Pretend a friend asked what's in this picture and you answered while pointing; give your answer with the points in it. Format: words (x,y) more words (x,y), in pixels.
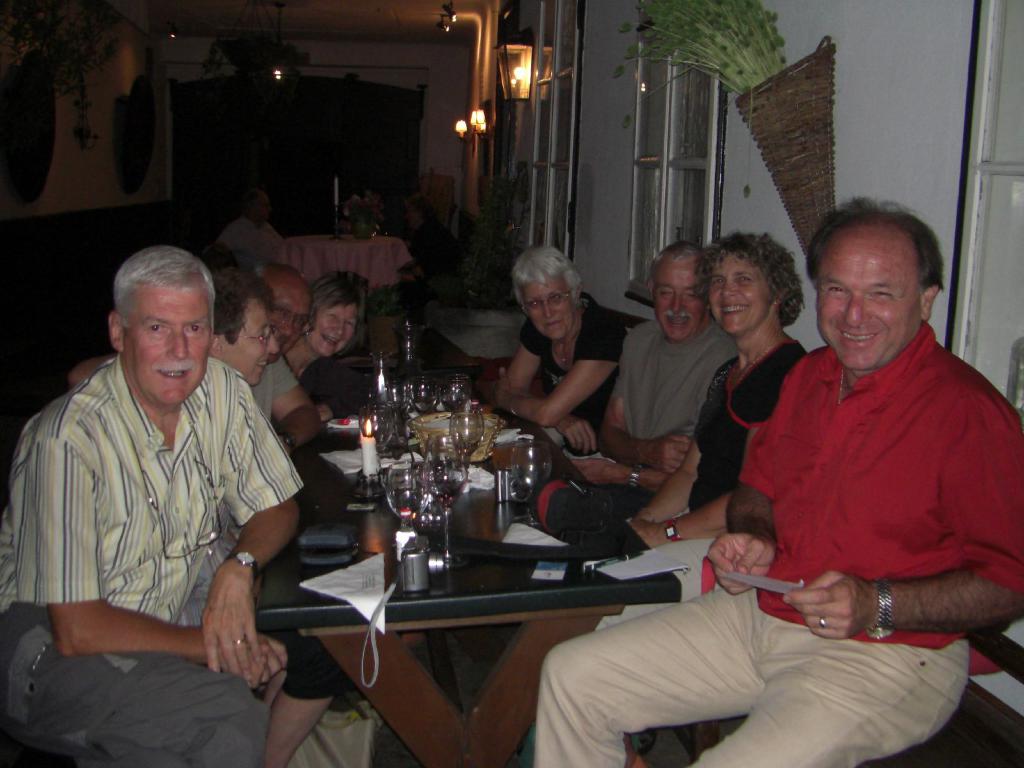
As we can see in the image there is a light (506,85), wall (952,55), few people (936,359) sitting on chairs (1005,644) and a table (479,603). On table (382,490) there is a candles (369,457), glasses (462,438) and papers (350,451).
